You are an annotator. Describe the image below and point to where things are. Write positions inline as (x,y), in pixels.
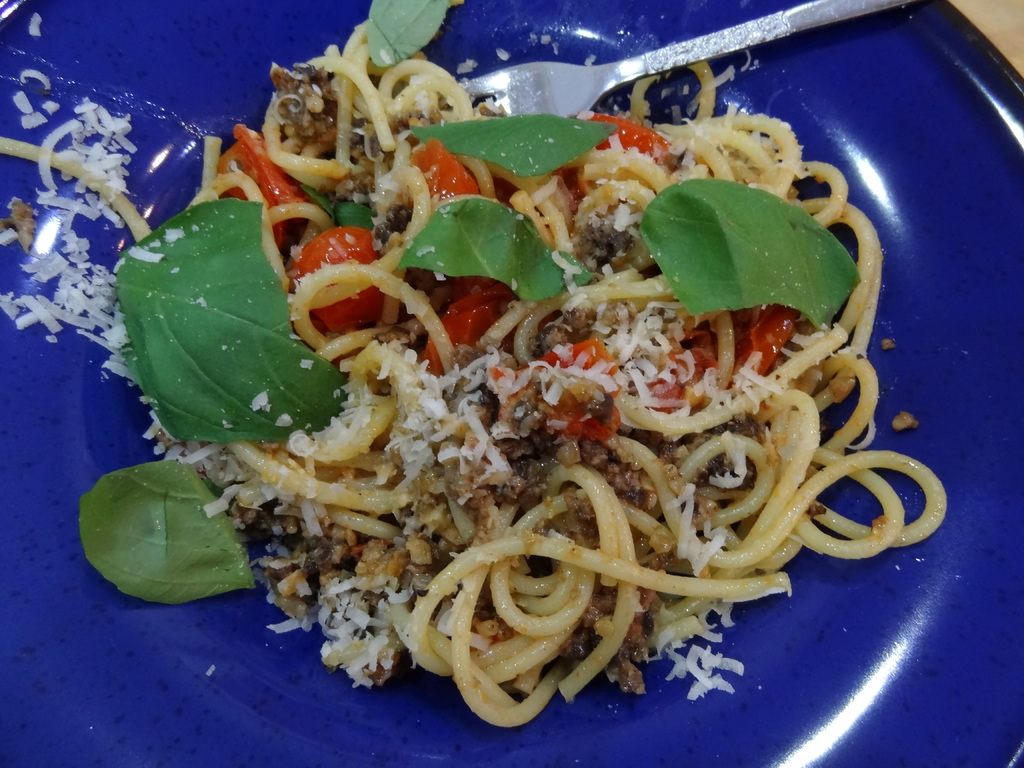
In this picture we can see noodles (659,276), fork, few leaves (814,273) and other food (446,379) in the plate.
